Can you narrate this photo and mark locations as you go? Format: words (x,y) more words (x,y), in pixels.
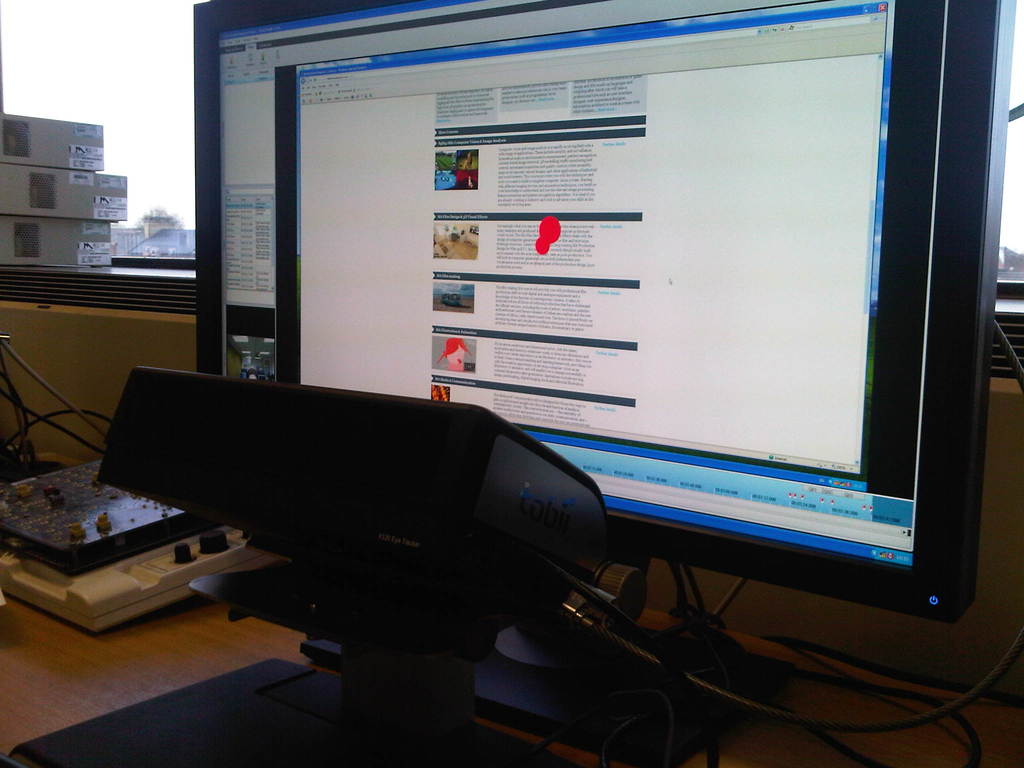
In this picture we can see a monitor (900,509), wires (909,719), devices (385,582) on a table (994,720), boxes (43,251), glass (151,75) and from glass (179,165) we can see a building (173,251), sky (142,103).
